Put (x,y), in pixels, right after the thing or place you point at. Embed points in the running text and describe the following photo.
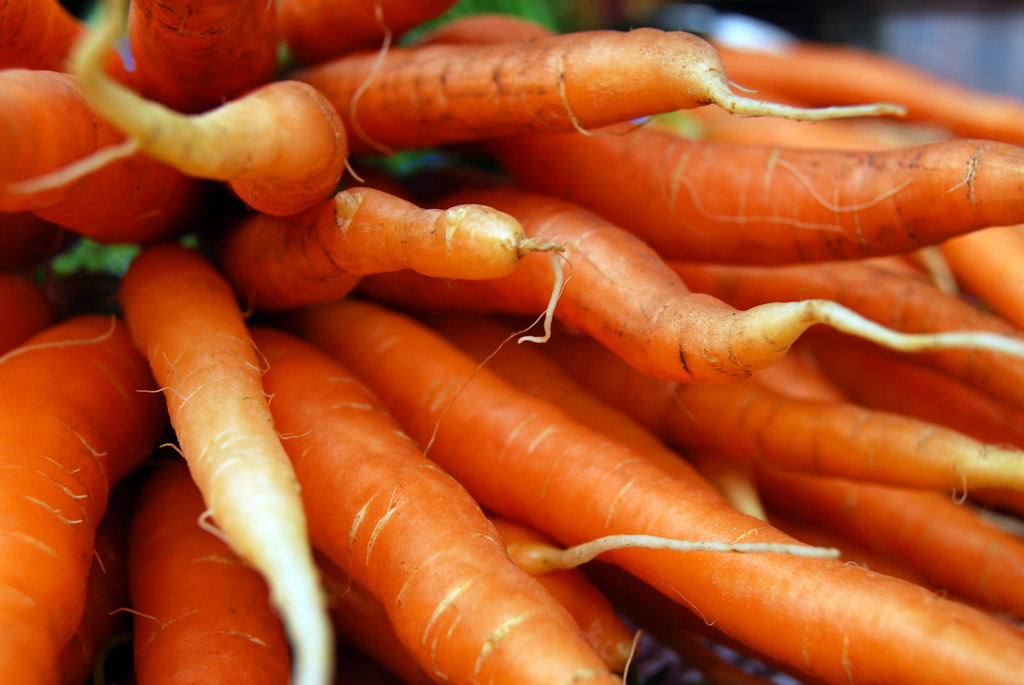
In this image we can see carrots (571,600).
